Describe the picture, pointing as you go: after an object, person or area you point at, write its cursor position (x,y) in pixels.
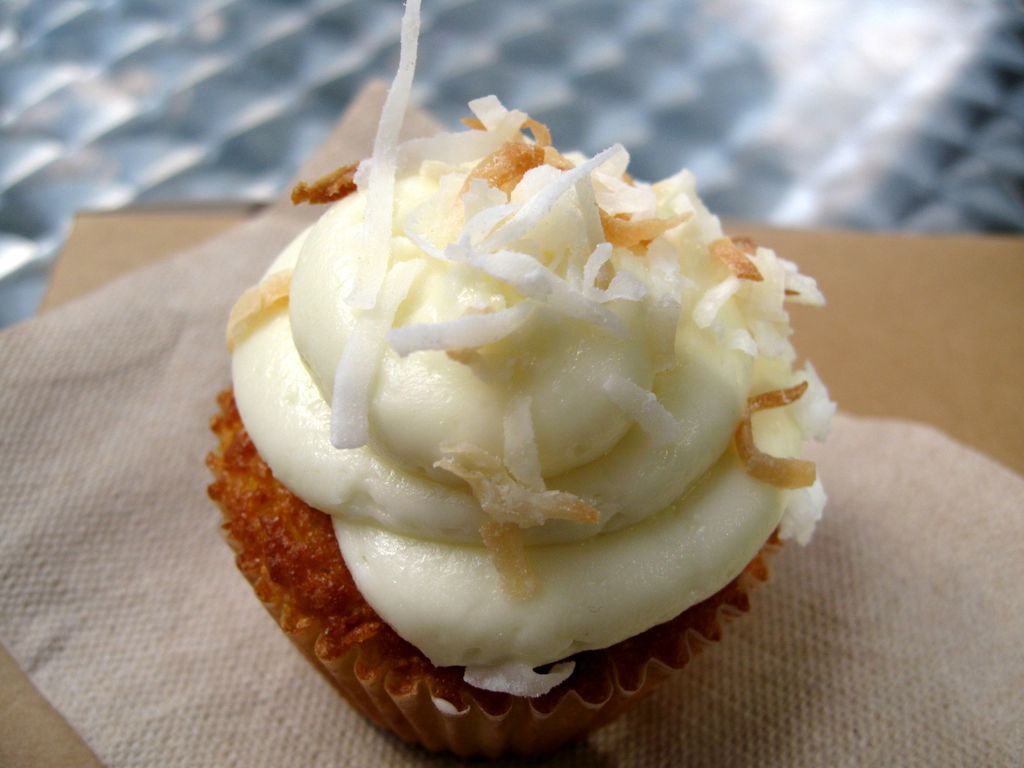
In this image, I can see a cupcake (392,661) on a tissue (96,462), which is on an object (122,245). There is a blurred background (884,145).
